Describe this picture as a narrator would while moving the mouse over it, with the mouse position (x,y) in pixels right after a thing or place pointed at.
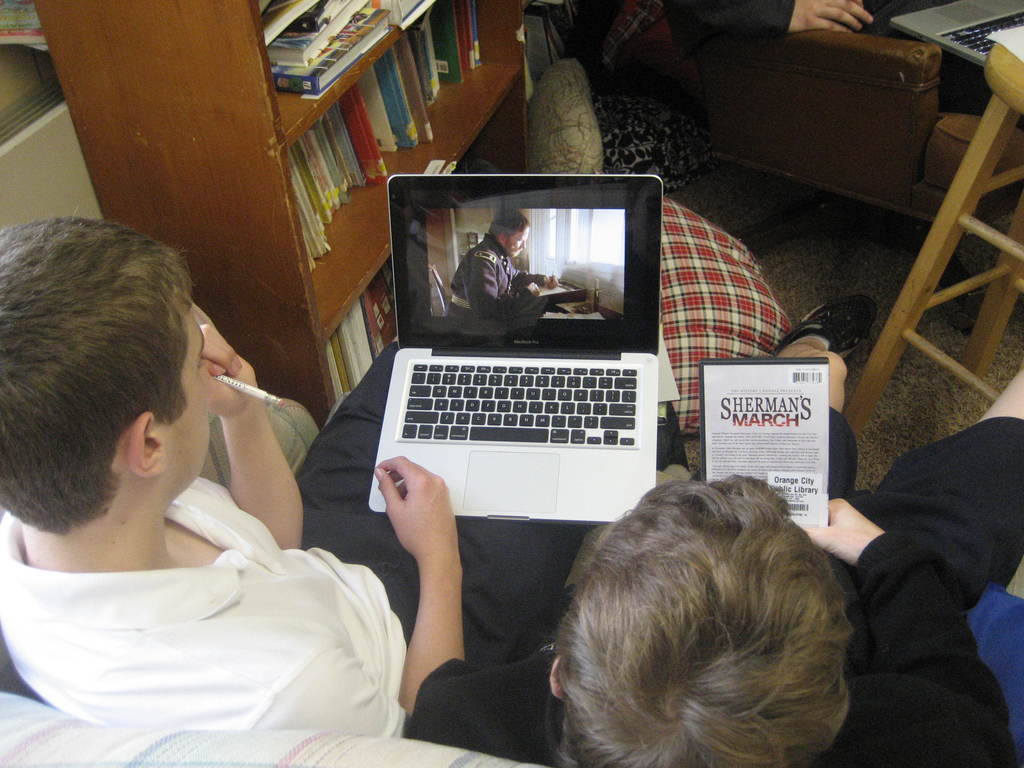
In the picture there is a wardrobe (285,99) and there are plenty of books (374,128) kept in a shelf (383,157) of the wardrobe (266,200), beside that few people (200,521) are sitting on the sofa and one person (321,536) is operating the laptop (546,520) and beside him and other person (804,348) is holding a book (828,499), there is a stool (925,272) in front of the sofa (872,86) and behind the stool (963,179) there is another person (845,26) working with laptop (945,22).
